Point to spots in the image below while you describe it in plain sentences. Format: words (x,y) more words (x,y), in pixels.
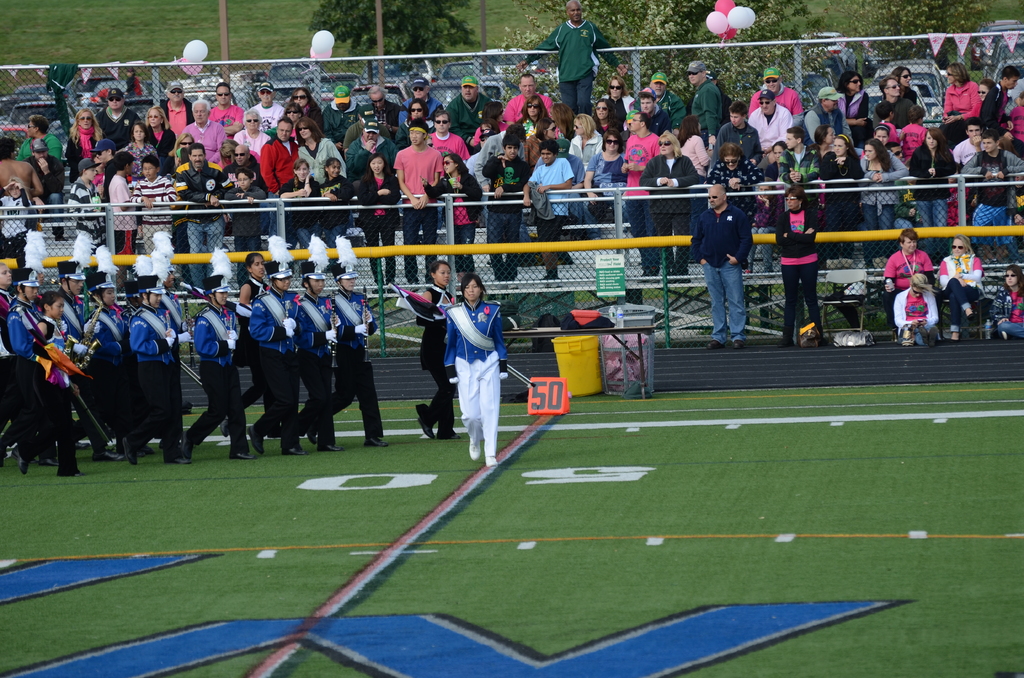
In this picture we can see the group of person (422,426) wearing the same dress (473,331) and holding flute (332,355) and doing march on the ground (584,579). In the background (527,104) we can see another group of persons (787,274) who are standing near to the fencing (702,200) and pipes (589,243). On the right (903,270) we can see another group of persons (921,270) were sitting on the chair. At the top (133,12) we can see the trees (681,9) and grass (505,8). On the fencing (795,52) we can see the white and pink color balloons (748,14). At the bottom (679,609) we can see the grass (744,597) and ground (625,578).
